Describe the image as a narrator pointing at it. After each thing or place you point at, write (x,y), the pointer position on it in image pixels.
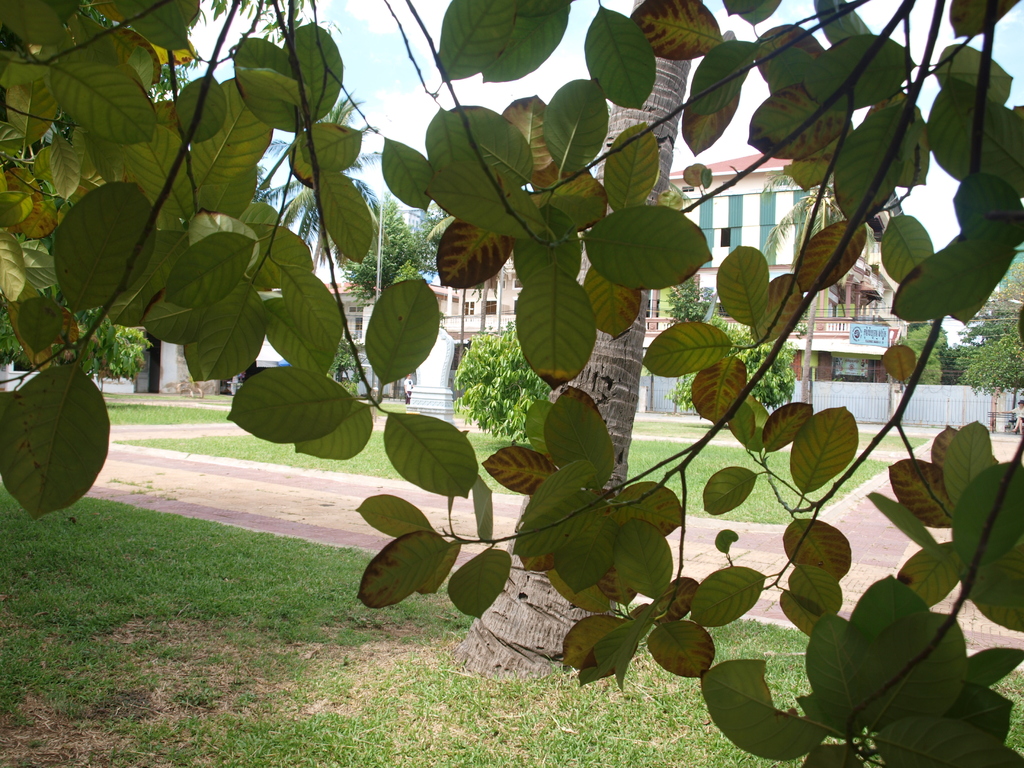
In this image, we can see the ground (264,733). We can see some plants (503,399), grass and trees (577,497). We can see a few buildings (856,356). We can see some poles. We can also see a white colored object (440,347). We can see a board (882,345). We can see the fence (821,390) and a person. We can see the sky (918,212) and some wires (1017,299).
